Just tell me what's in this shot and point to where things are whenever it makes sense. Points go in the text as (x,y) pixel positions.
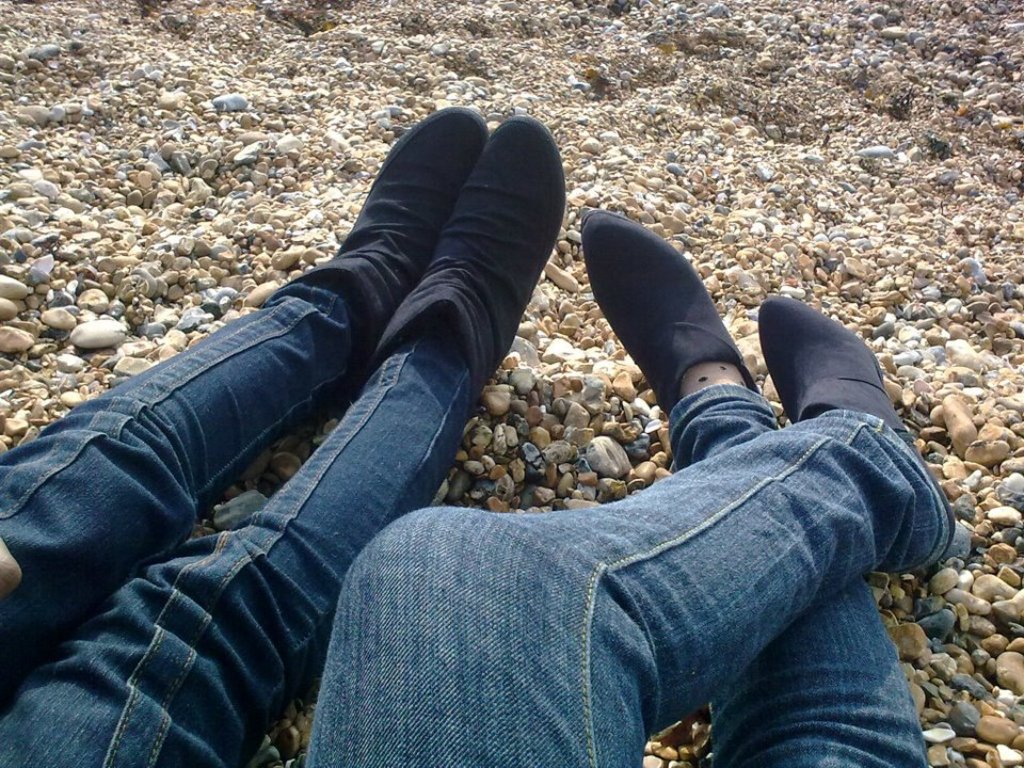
This image is taken outdoors. At the bottom of the image (536,645) there are two persons (349,499) sitting on the ground (926,678) and there is a ground (998,680) with pebbles (761,224).
